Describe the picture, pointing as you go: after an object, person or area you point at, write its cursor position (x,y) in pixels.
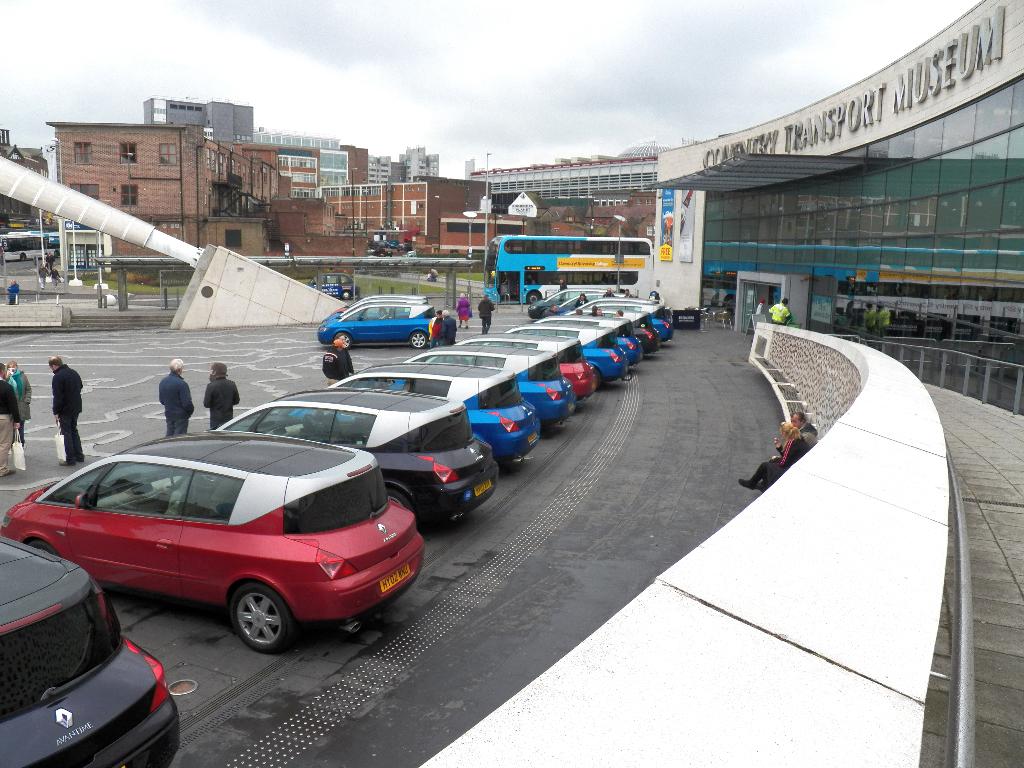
In this image we can see a few vehicles (258,528), there are some people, among them some people (77,458) are carrying the bags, also we can see some buildings (322,237), windows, poles (619,232), boards (517,209), grass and a shed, in the background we can see the sky (558,137).
